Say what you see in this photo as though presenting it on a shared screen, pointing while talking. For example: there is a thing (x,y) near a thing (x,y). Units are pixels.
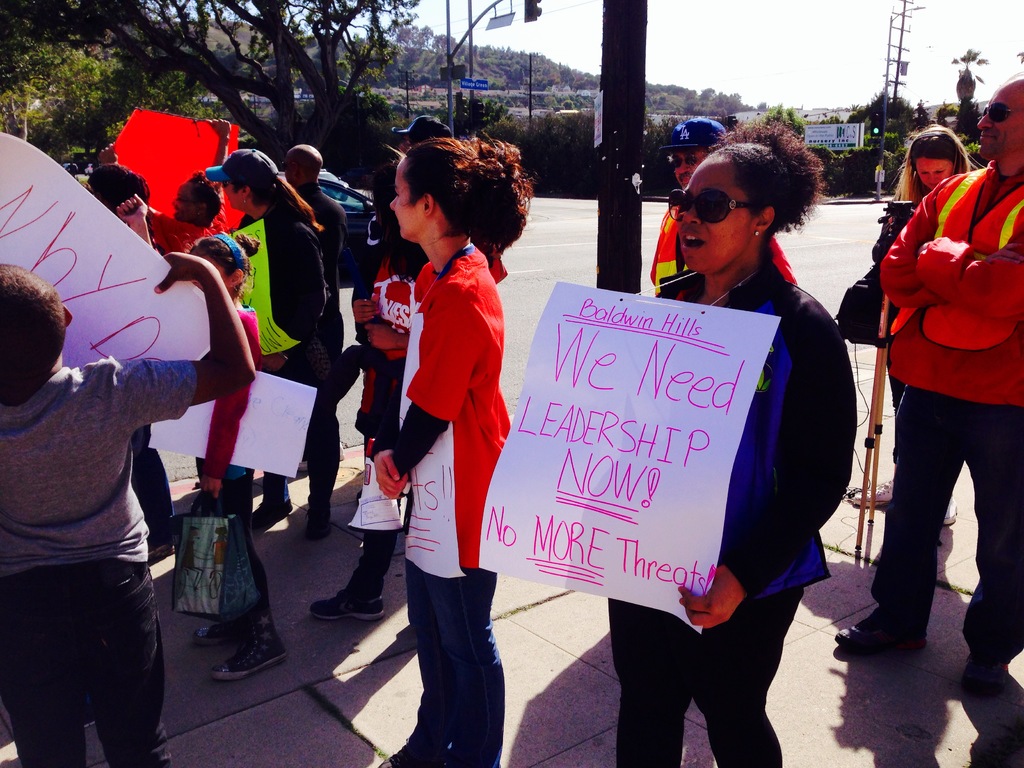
There are groups of people (785,419) standing. Among them few people (782,323) are holding placards (157,305). This looks like a pole (608,176). These are the trees (367,91). I think this is a current pole (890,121). This looks like a camera (889,226), which is on the tripod stand (872,410).
